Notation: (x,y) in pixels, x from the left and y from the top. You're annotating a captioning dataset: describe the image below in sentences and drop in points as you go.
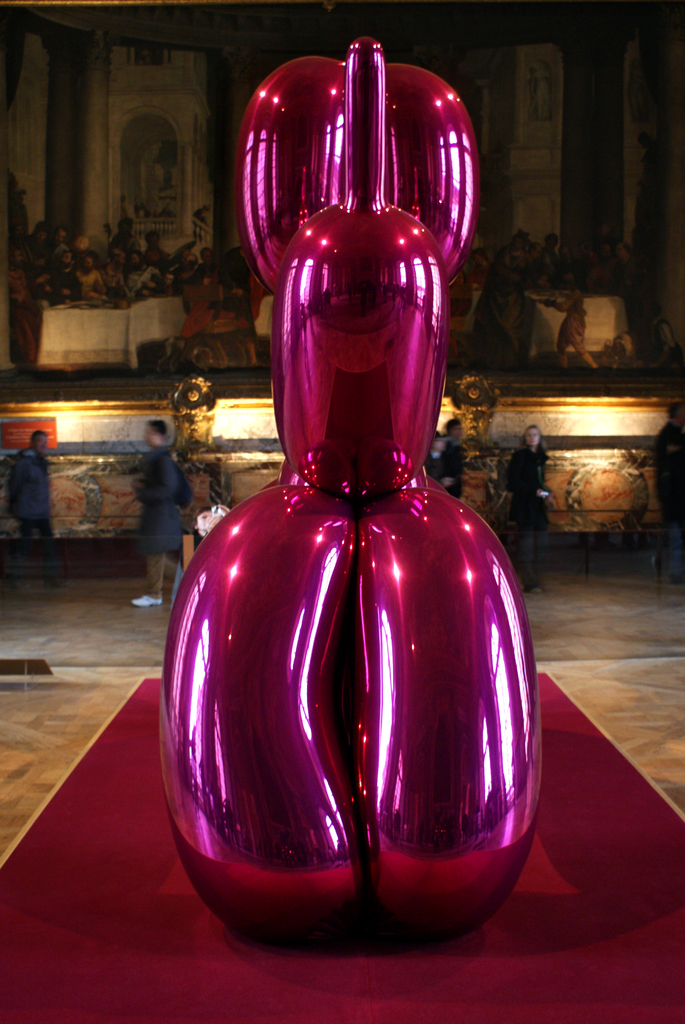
In the picture there is a pink sculpture (327,711) and behind that there are few people (451,483), in the background (53,374) there is a photo frame (601,299).
